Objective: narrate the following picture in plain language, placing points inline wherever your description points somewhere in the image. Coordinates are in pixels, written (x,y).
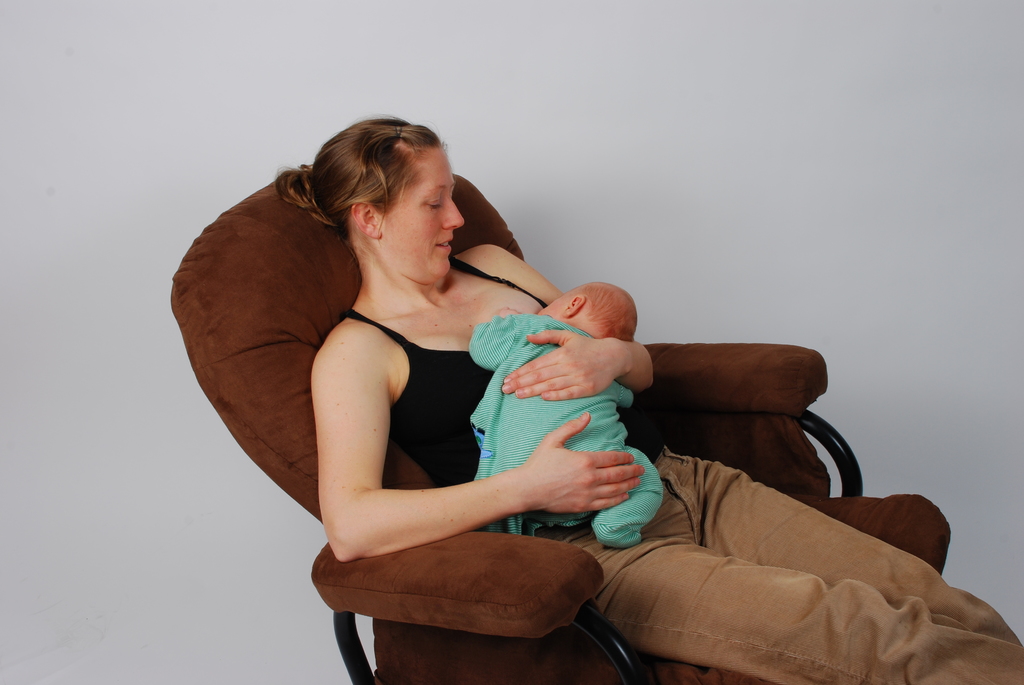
In this picture we can see a woman (726,614) is holding a baby (545,417) and sitting on a chair (523,611). Behind the chair (263,365) there is a white background (370,58).
